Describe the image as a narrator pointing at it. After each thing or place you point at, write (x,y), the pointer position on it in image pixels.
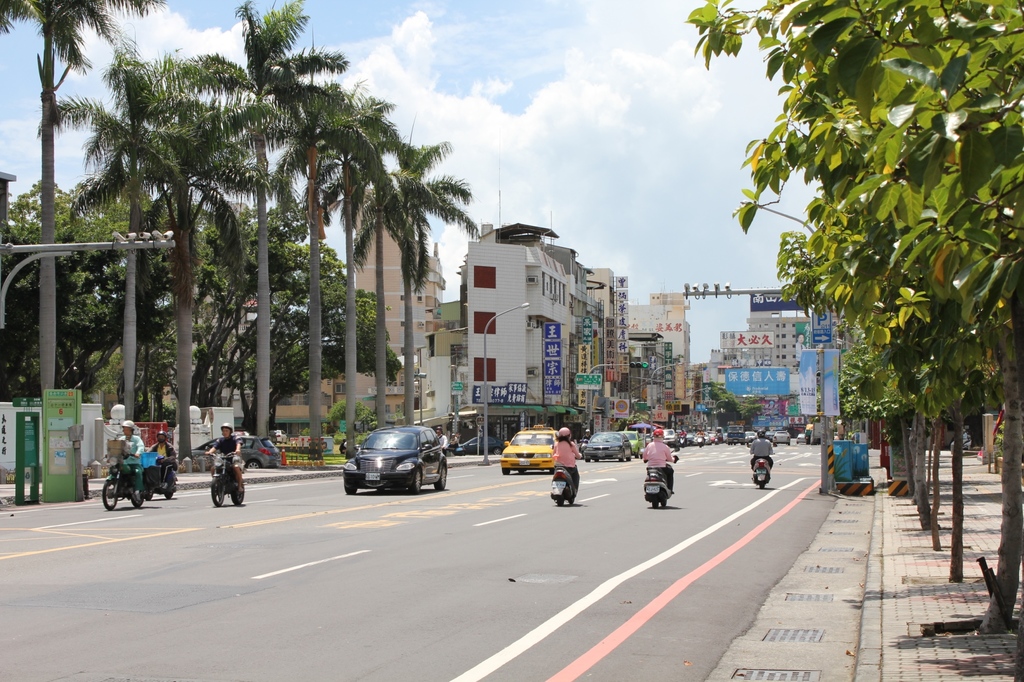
Sky (535,115) is cloudy. Buildings (511,293) with hoardings (548,348). Vehicles (776,441) are on the road (386,578). Few people (227,451) are sitting on motorbikes (566,485). Here we can see trees (295,210) and light pole (487,327).
